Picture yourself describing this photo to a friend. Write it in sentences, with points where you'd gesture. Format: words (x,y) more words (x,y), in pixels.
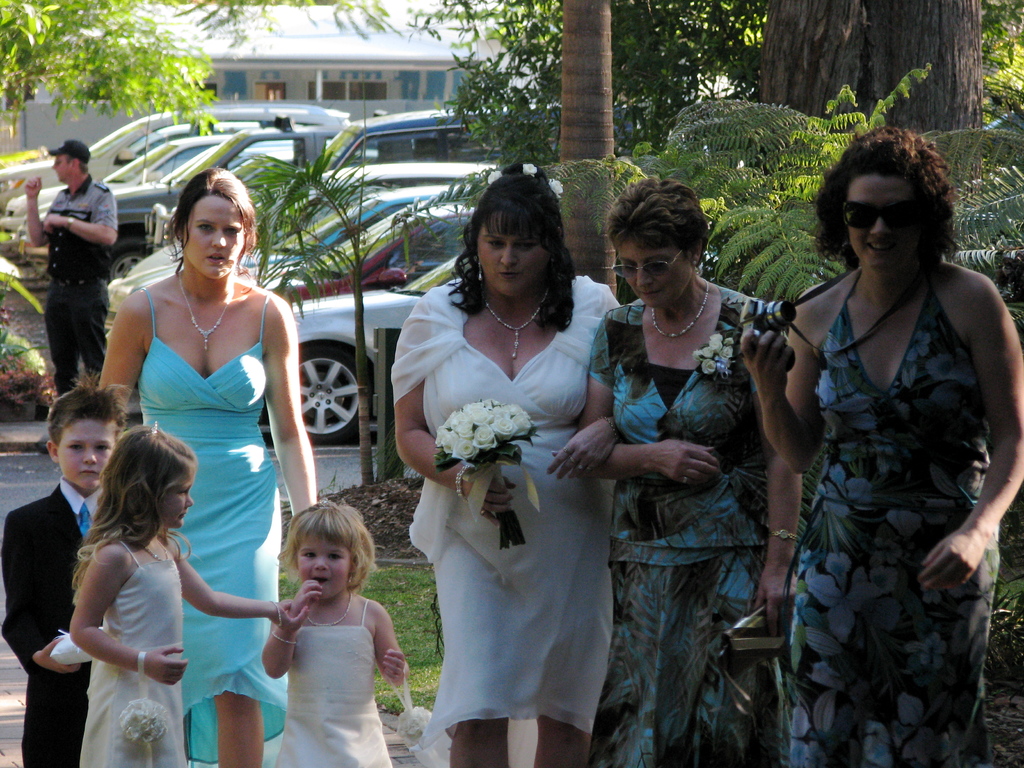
On the left side (121,502) there are three children (103,502). Two girls (135,673) are holding flower bouquets (143,715). Behind them there is a lady (188,355). On the right side (803,357) there are three ladies (612,349). One lady (819,377) is wearing goggles (877,214) and holding a camera (780,301). A lady (505,311) in white dress (527,409) is holding a flower bouquet (500,413). In the back (356,120) there are trees (762,135), vehicles (443,155) and a building (366,47).
